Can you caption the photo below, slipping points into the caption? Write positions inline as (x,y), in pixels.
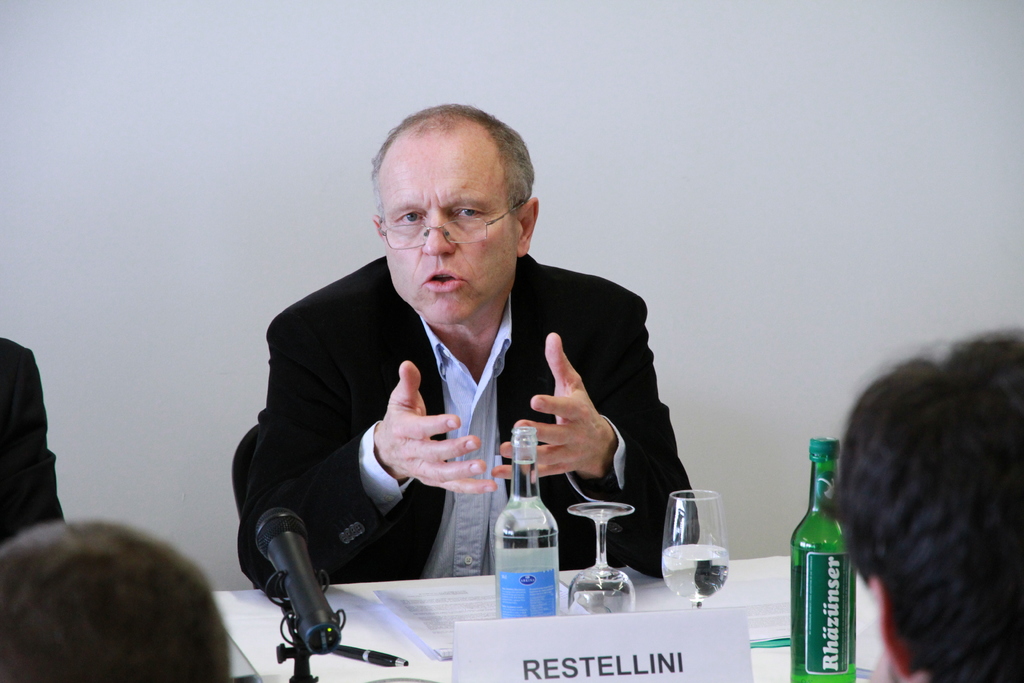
In this image i can see a man (389,284) sitting and talking there are two glasses (677,557), two bottles (536,588), a microphone (286,558), a board (508,648), few papers (431,641) on a table (420,658) at the back ground (221,271) i can see a wall (295,221).
